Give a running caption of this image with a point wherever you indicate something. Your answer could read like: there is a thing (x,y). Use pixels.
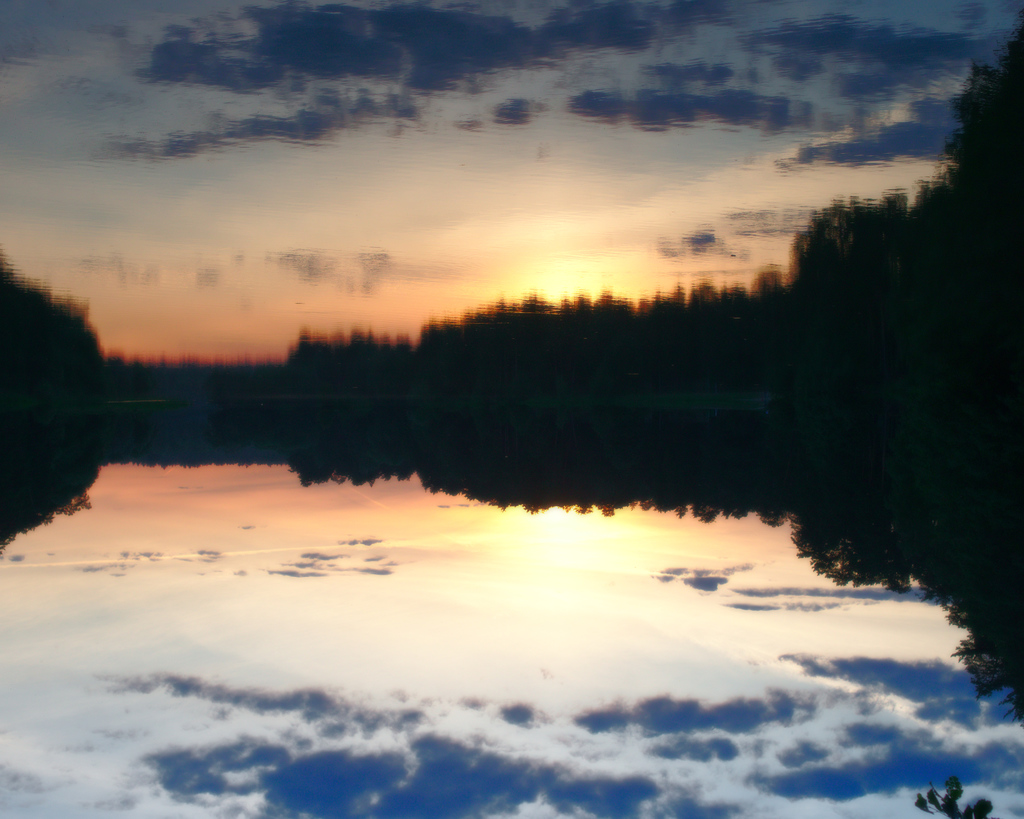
There are trees (396,445) and water (45,646) in the foreground area of the image (45,646) and the sky (440,270) in the background (43,171).
